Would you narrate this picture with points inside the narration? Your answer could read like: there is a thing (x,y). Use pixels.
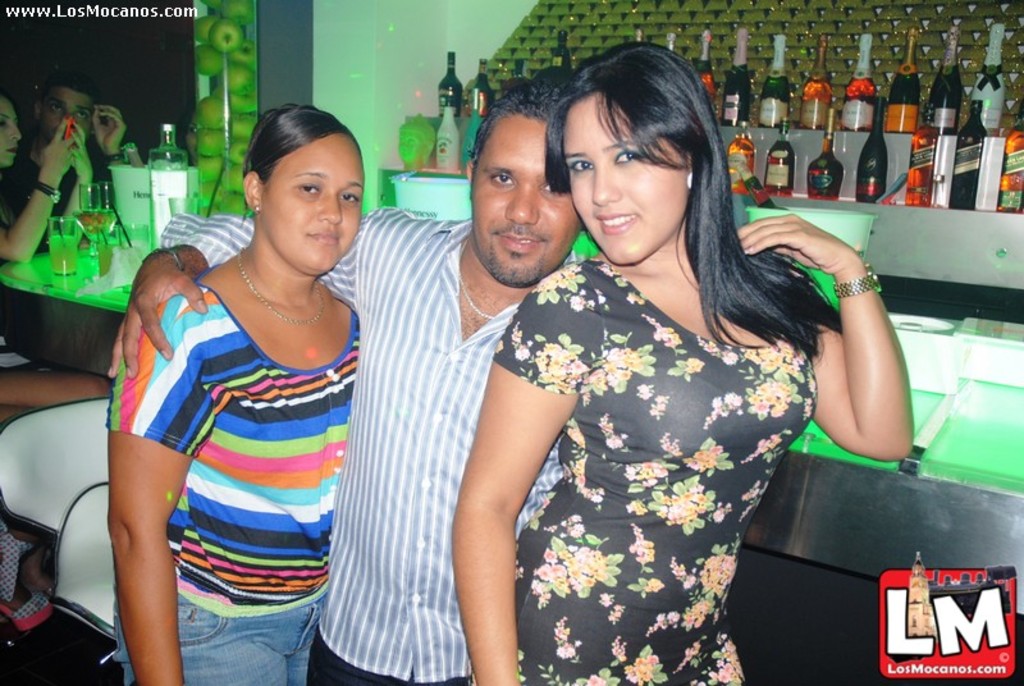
This picture is clicked in the bar (175,91). The man (412,383) in the blue shirt (419,439) is standing in between two women (524,446) who are wearing blue T-shirt (270,462) and black dress (669,505). Three of them are smiling. They are posing for the photo. Behind them, we see a table (79,284) on which glass (51,247) containing liquid (96,234) and glass bottles (155,205) are placed. Beside them, we see two chairs (90,502). In the background (857,147), we see a rack (898,211) in which many glass bottles (782,156) are placed. On the left side (100,180), we see two people (65,161) sitting on the chairs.
